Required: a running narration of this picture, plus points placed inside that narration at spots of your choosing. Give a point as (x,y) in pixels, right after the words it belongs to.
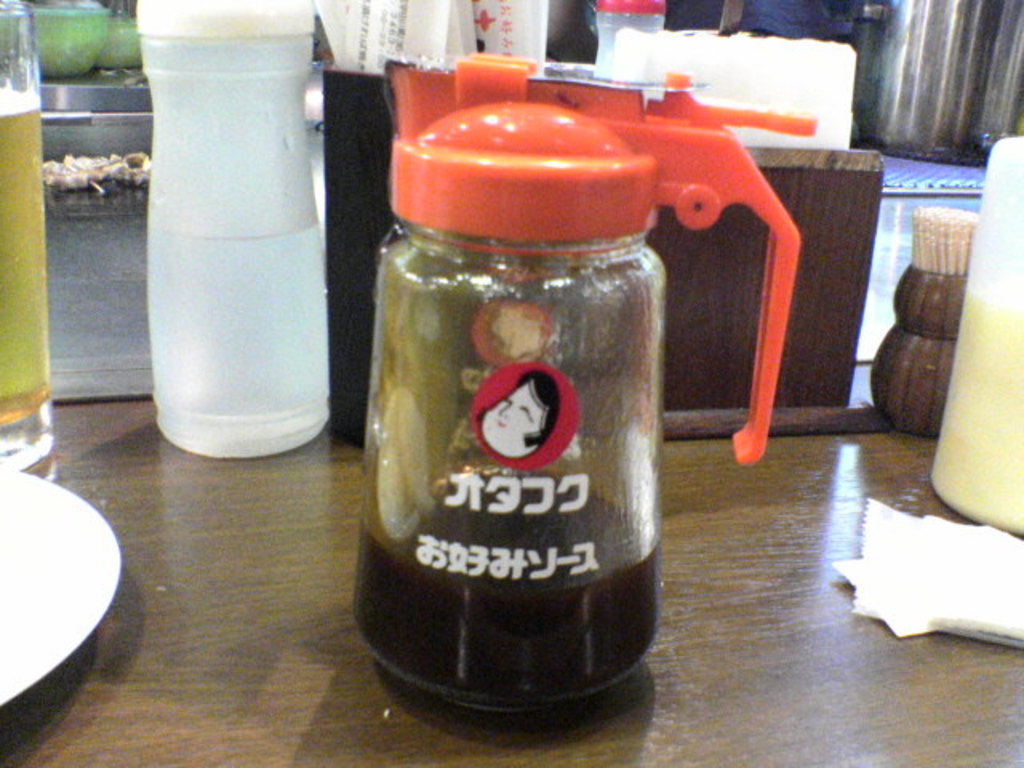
This image is clicked inside. There is a table (843,478) on which jars (518,632), bottles (176,382), and glasses (3,452) are kept. In the front (436,453), the jar (481,278) is having a orange color lid (549,143).
